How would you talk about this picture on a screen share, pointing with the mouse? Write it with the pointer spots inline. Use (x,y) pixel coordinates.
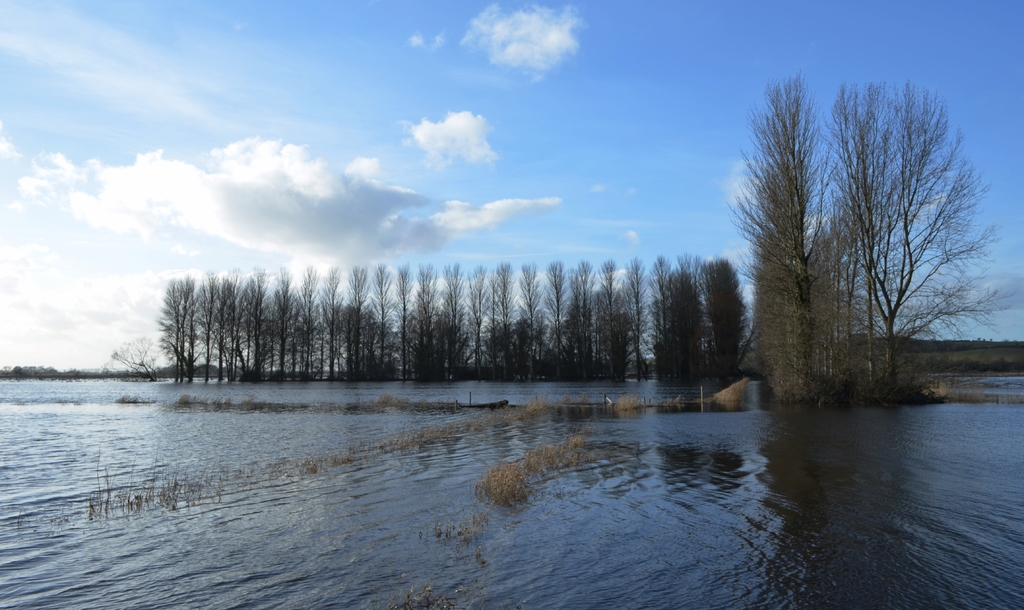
At the bottom of the image (469,458) there is water (602,459). In the background of the image (600,307) there are trees (504,320). There is sky (550,159) and clouds (237,199).
